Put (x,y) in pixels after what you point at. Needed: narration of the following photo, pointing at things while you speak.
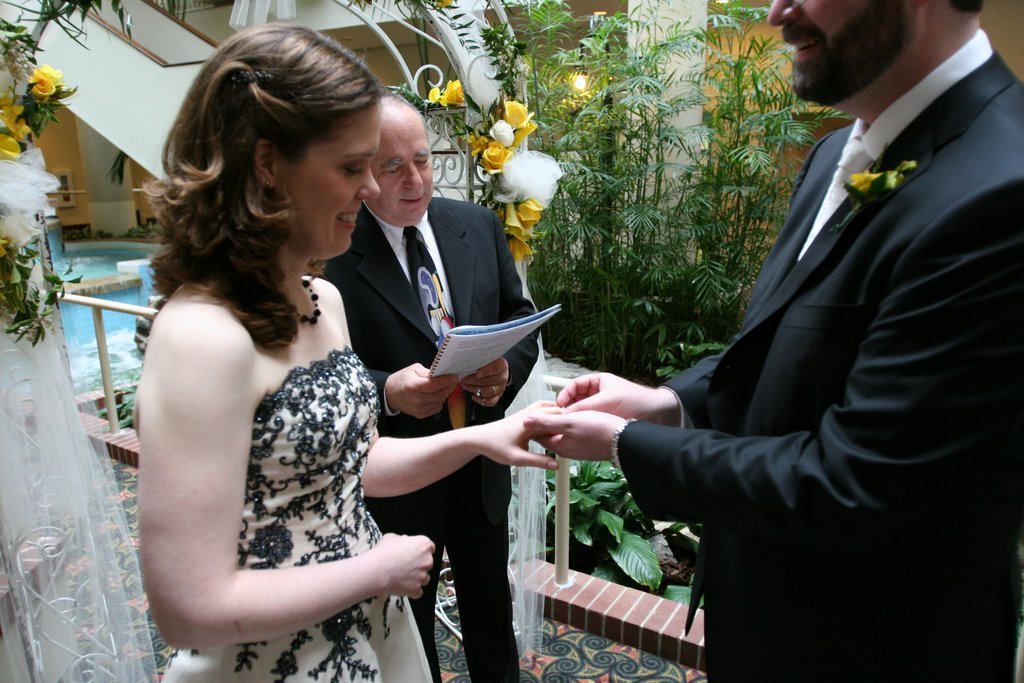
In this image we can see three persons (583,399), one of them is holding a book (459,355), there are plants (543,18), flowers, poles (432,75), we can see the house (143,220), water (112,250), and a light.
